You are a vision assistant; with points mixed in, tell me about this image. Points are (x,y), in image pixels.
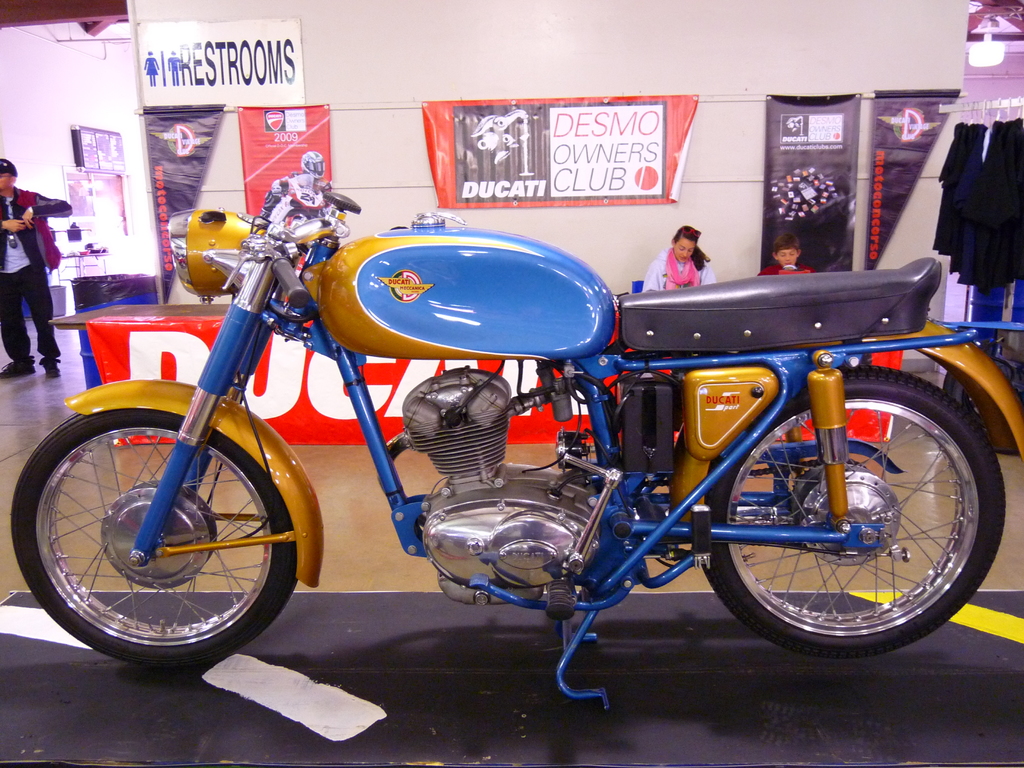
In the picture I can see the motorbike (162,664) placed on the black color surface (303,690). In the background (812,253), I can see these two persons (785,257) are sitting near the table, I can see banners (167,374), boards (203,34), few clothes (974,150) hanged here and I can see another person (47,267) on the left side of the image (37,278) and I can see ceiling lights (974,10) in the background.
